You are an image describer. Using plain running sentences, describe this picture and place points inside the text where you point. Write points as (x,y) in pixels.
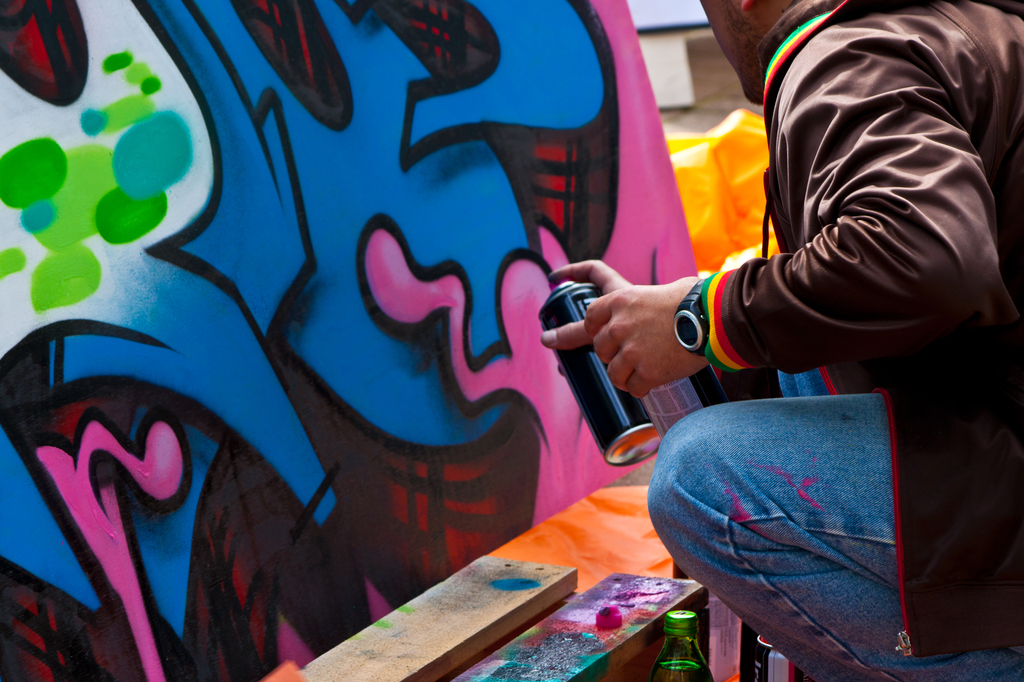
In this image there is a man (878,467) sitting and painting a wall (505,365) and there are wooden sticks (494,653) and bottles (681,657).
